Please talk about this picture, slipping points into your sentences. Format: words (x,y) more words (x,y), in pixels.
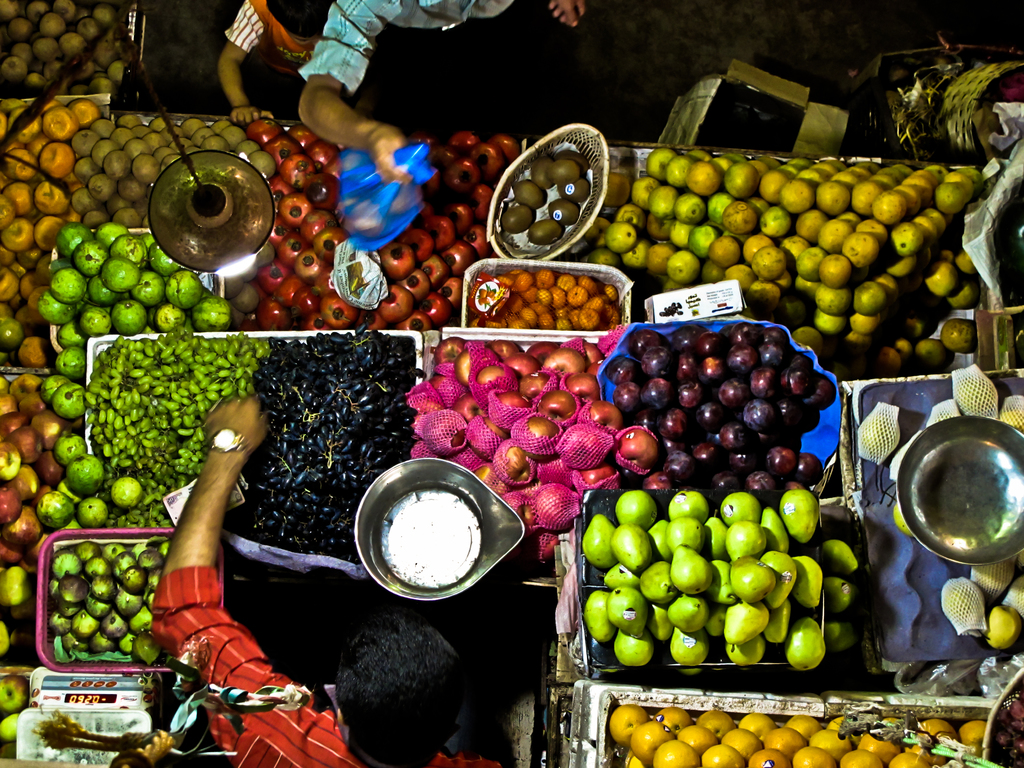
In this image there is a person (284,722) truncated towards the bottom of the image (300,734), there are persons (374,44) truncated towards the top of the image (401,44), there is a person (346,115) holding an object (366,188), there are fruits (587,318) in the baskets (523,338), there are fruits (753,756) truncated towards the bottom of the image (809,737), there are fruits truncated towards the left of the image (6,595), there are fruits (967,281) truncated towards the right of the image (963,399), there are objects (952,515) truncated towards the right of the image (977,504), there are fruits (83,32) truncated towards the top of the image (52,31), there are objects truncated towards the right of the image (900,95), there are objects (787,93) on the ground (764,48), the ground (736,40) is truncated towards the bottom of the image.
